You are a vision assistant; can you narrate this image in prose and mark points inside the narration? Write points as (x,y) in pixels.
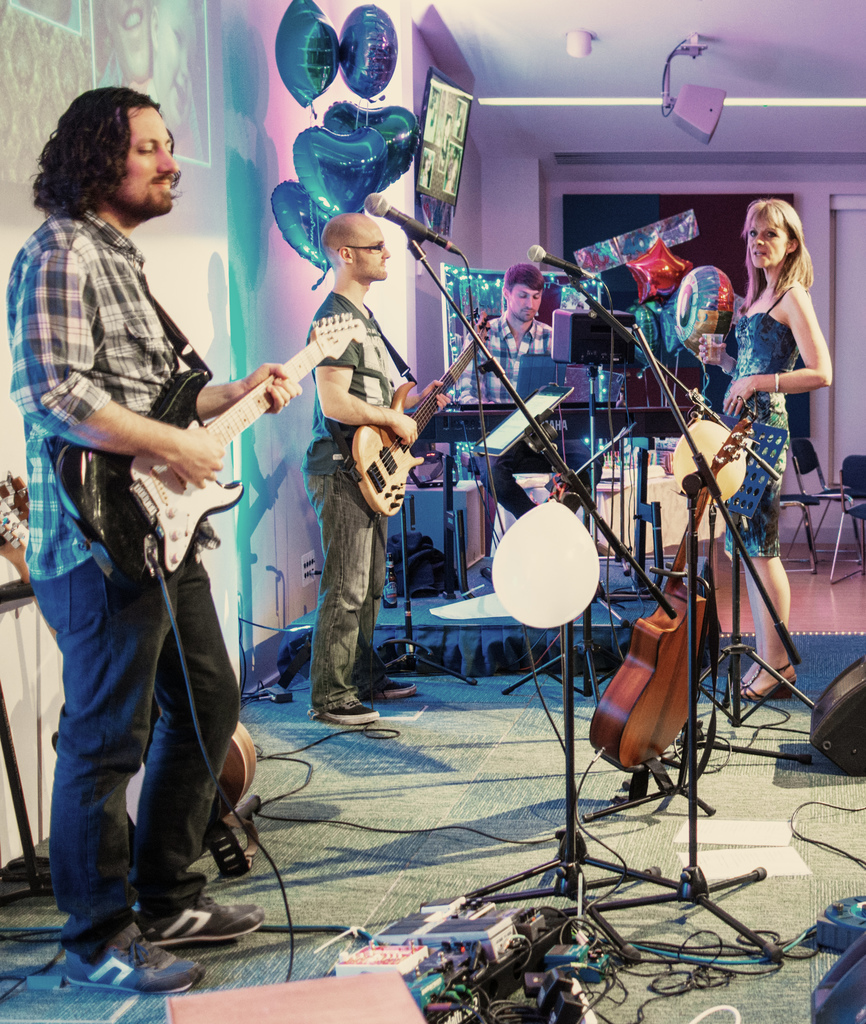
There is a group of people (531,322). They are standing. They are playing a musical instruments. In the center of the person (526,285) is sitting on a chair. We can see in background (496,170) wall (197,237), roof (485,133), photo frame (456,184) and balloons (352,204).
